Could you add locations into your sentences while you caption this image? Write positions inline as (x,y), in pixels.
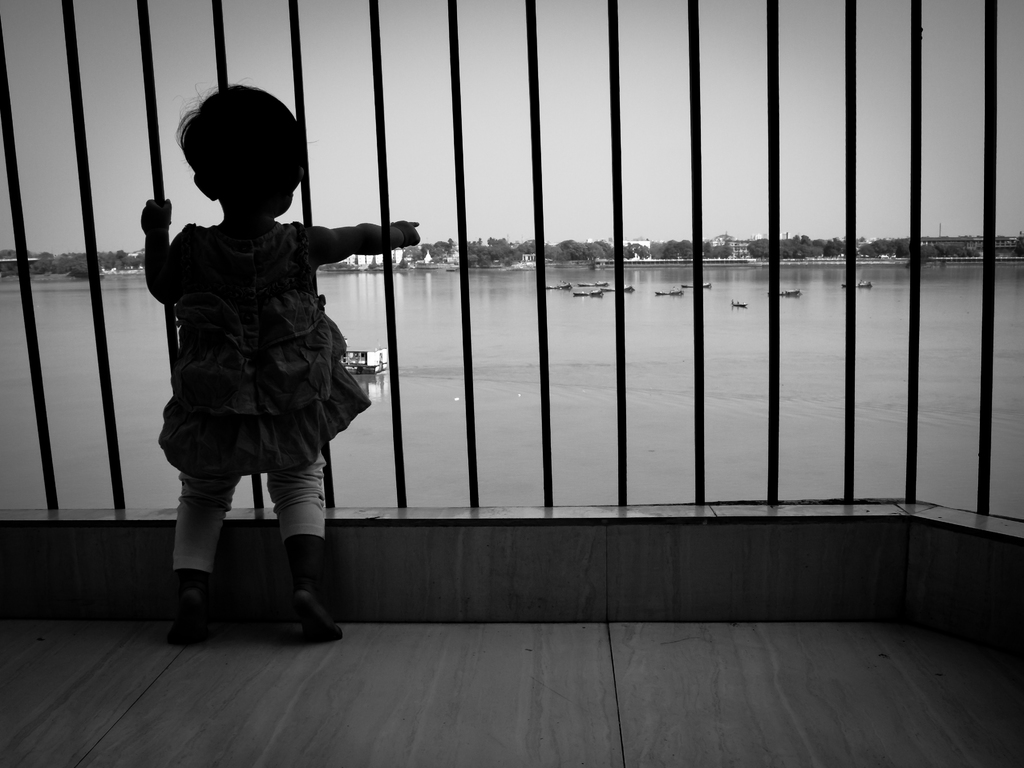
In the foreground (254,252) I can see a kid (264,405) is standing near the fence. In the background (595,256) I can see boats (861,287) in the water (630,349), trees (765,256), houses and the sky (663,175). This image is taken may be near the lake (157,467).
